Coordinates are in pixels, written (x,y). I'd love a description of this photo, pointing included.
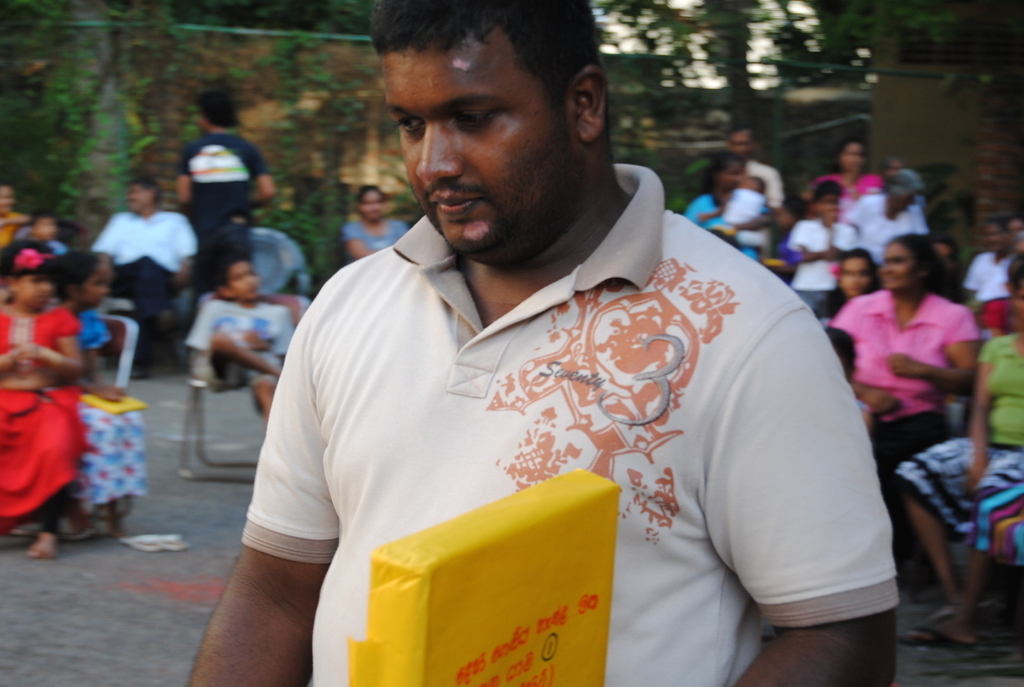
In this image in the foreground (353,372) there is one person (689,429), and in the background (969,458) there are group of people (81,258) who are sitting and also there are some trees (318,24) and houses (913,129). At the bottom (231,538) there is walkway (51,683).
